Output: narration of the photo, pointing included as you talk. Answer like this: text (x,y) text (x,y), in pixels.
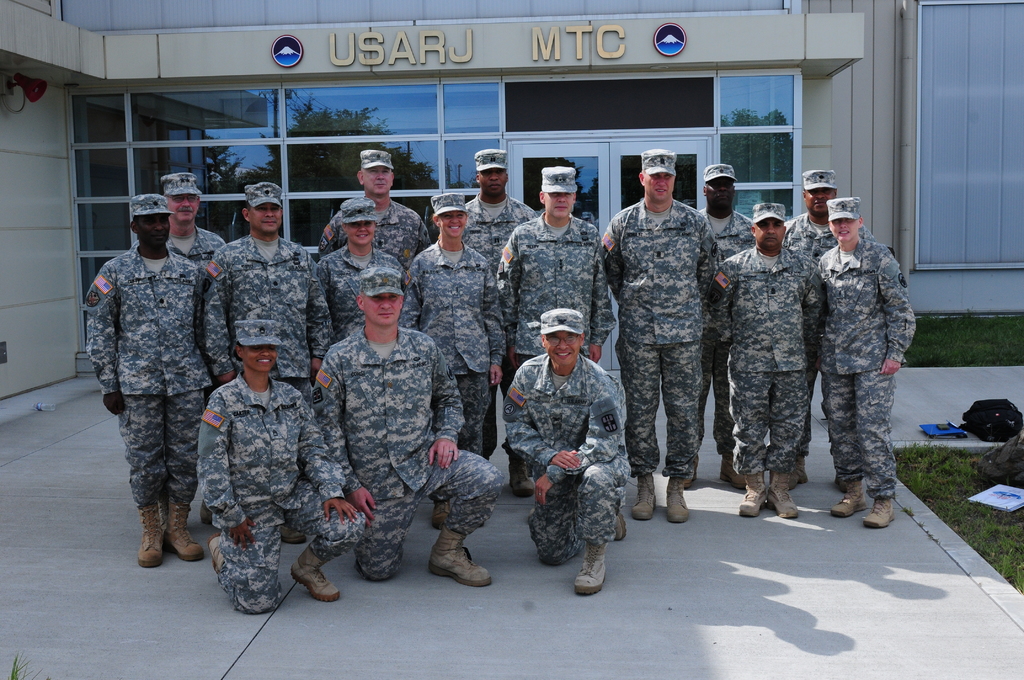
In this picture we can see a group of people (142,480) wore caps (831,175) and standing on the ground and smiling, grass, bags (995,414), books (1006,499) and in the background (128,89) we can see an object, building (304,186) with a name (352,54) on it.
